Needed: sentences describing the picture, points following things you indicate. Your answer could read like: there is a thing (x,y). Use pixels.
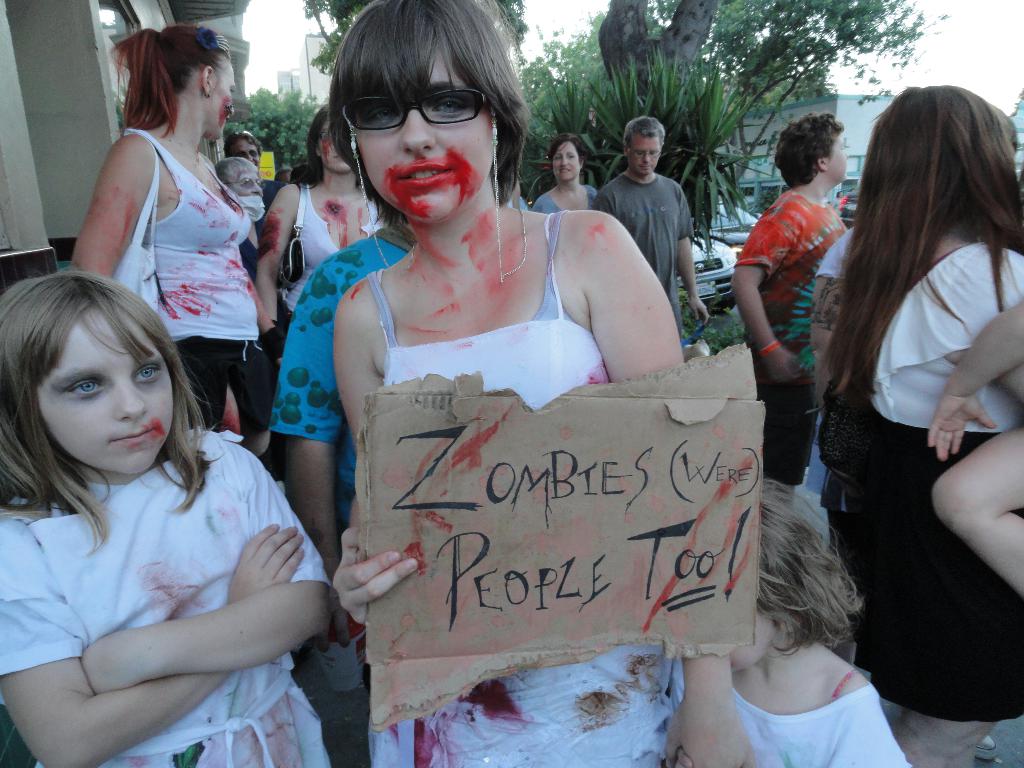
In the center of the image (576,371) we can see a woman (411,198) wearing the glasses (387,106) and holding the text board (597,512). We can also see the kids (182,408). In the background (321,180) we can see the people (631,162). We can also see the buildings (75,65), trees (690,98) and also the vehicles (746,213). Sky (967,25) is also visible in this image.
